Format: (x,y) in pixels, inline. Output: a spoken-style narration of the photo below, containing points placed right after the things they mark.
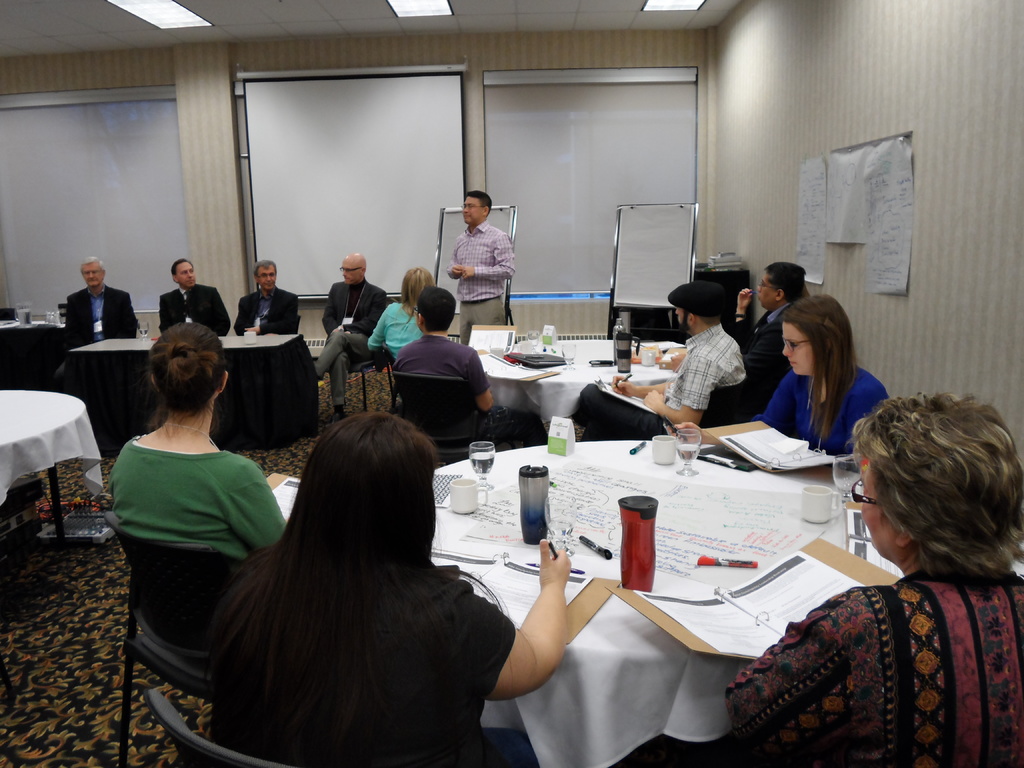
In this picture few people (444,296) sitting on the chair (469,426). This person (501,303) standing. On the background (250,67) we can see white banner (409,210), wallpaper (702,40). This is floor (42,633). We can see tables (616,649). On the table (747,480) we can see papers (585,478), bottle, pen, cup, glass (572,533), book (675,606). We can see boards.
